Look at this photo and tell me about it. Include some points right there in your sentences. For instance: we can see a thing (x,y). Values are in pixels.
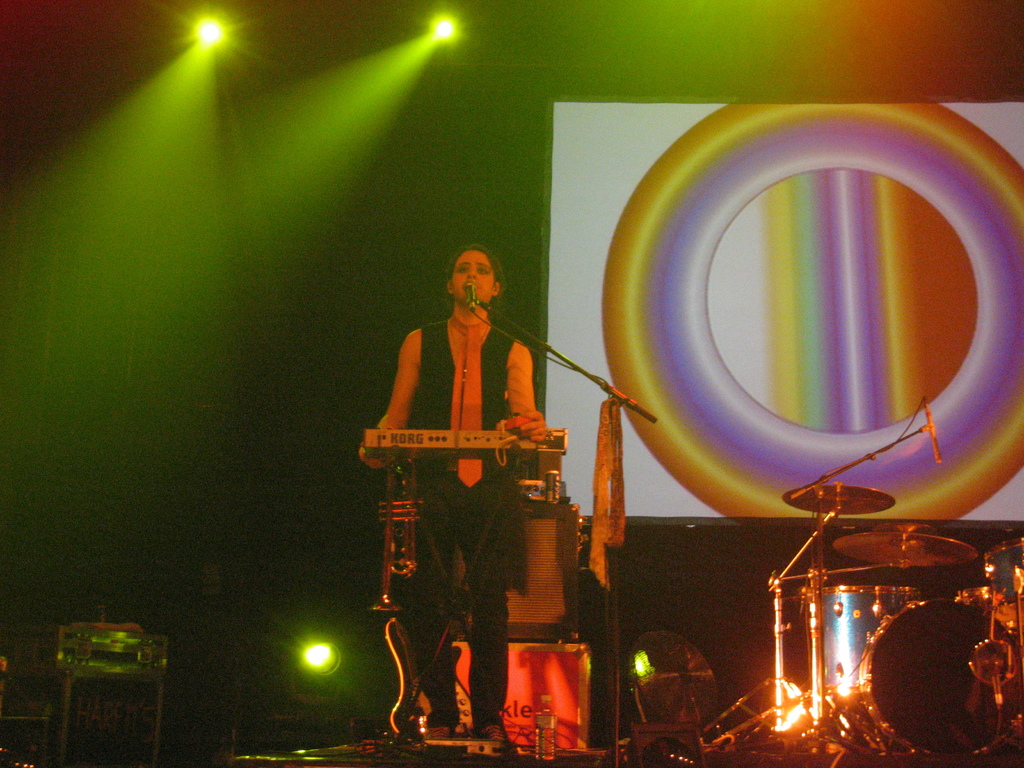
In this image there is a stage (572,767), on that stage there is a person (512,462) standing and singing and there are musical instruments (524,440), behind the person (486,679) there are lights (218,48) and a screen (782,388).
